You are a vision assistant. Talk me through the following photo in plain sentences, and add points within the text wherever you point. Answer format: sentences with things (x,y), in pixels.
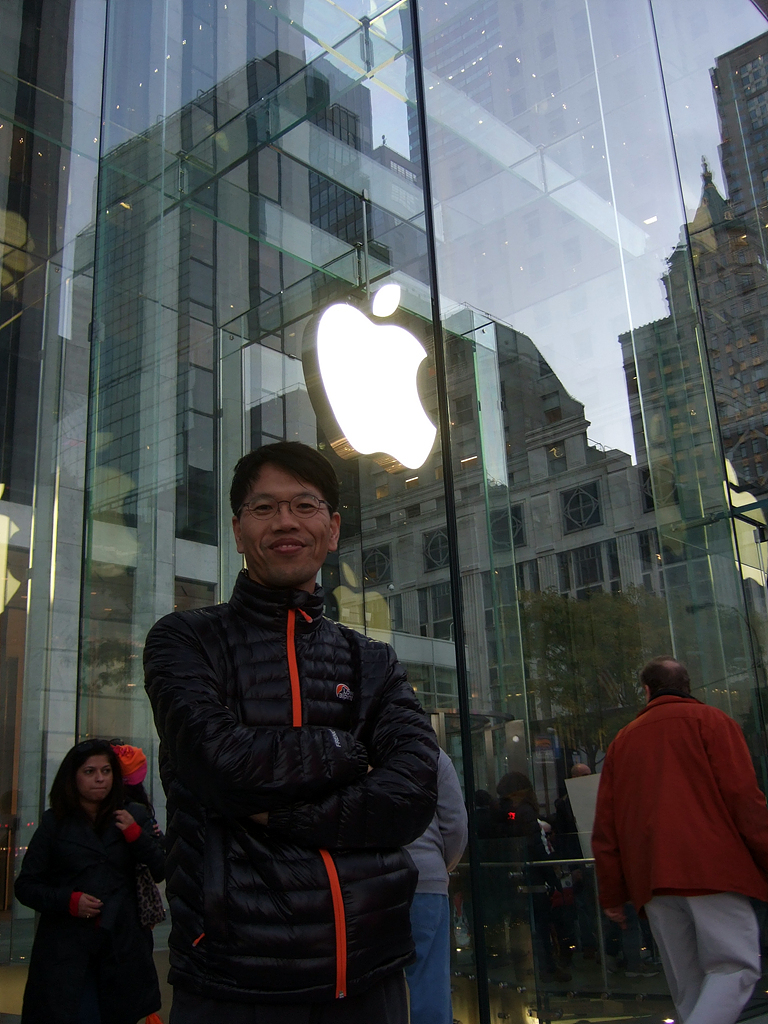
In the image we can see there are people (247,863) around, they are standing and some of them are walking, they are wearing clothes (229,886), this person (193,848) is standing and wearing spectacles (264,501). This is a building (346,231), made up of glass (396,195) and this is a logo (371,406).
